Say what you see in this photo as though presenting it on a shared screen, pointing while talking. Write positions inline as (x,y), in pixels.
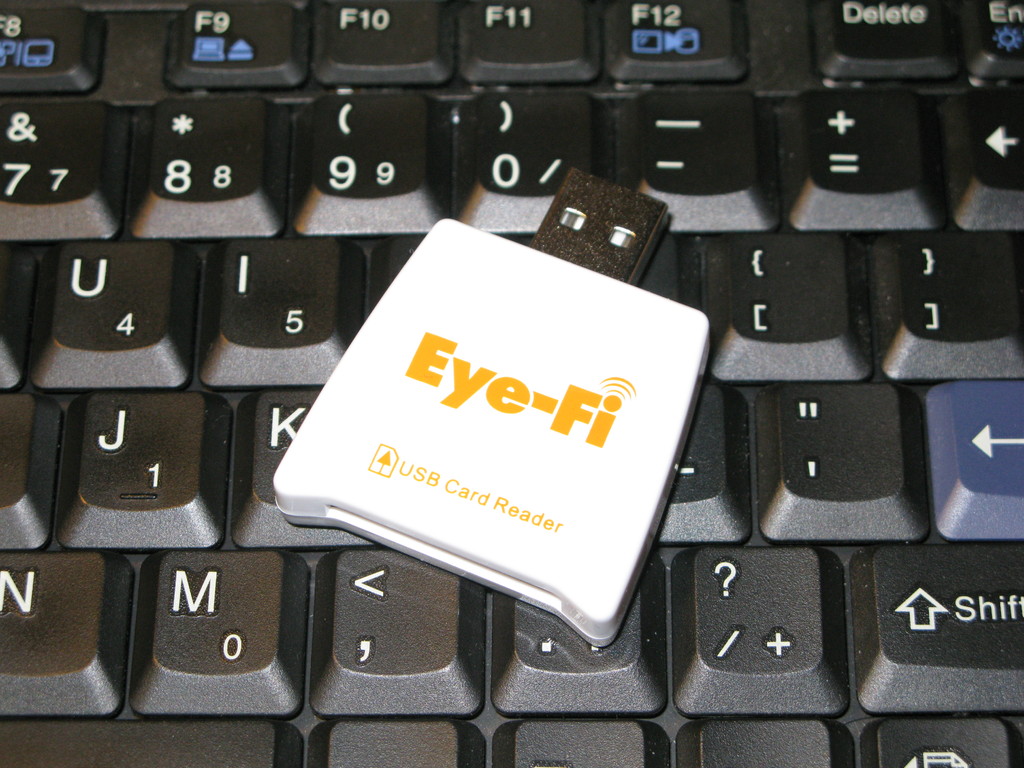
In this image there is a keyboard (502,140) truncated, there is a card reader (478,376) on the keyboard (370,557).
